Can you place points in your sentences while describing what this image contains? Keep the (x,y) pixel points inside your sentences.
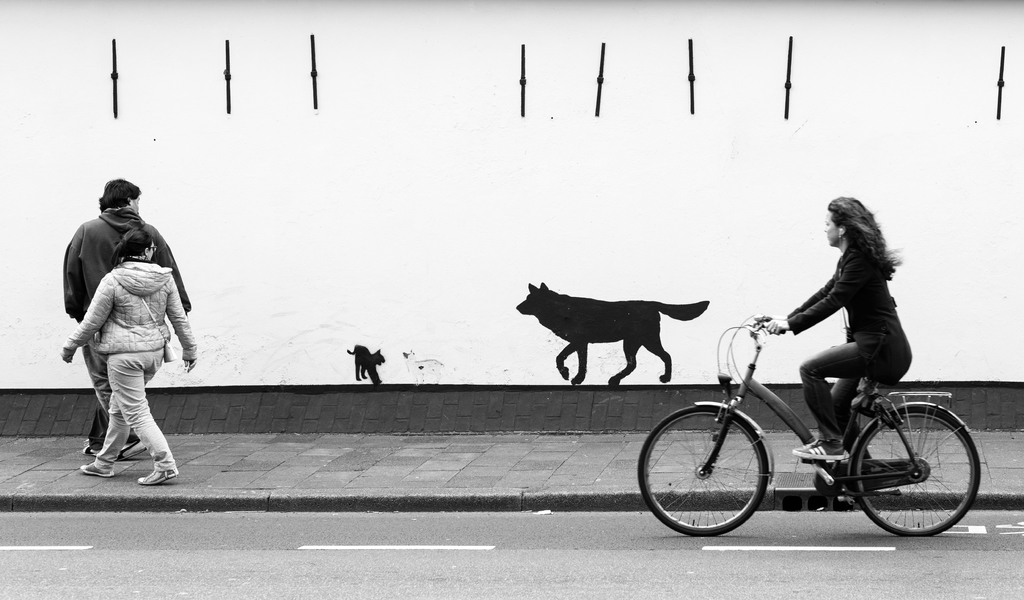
Bottom left side of the image (131,445) two persons (95,315) are walking. Bottom right side of the image (880,502) a woman (838,276) is riding bicycle (861,411) on the road (756,582). In the middle of the image (677,312) there is a paint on the wall (402,237).
